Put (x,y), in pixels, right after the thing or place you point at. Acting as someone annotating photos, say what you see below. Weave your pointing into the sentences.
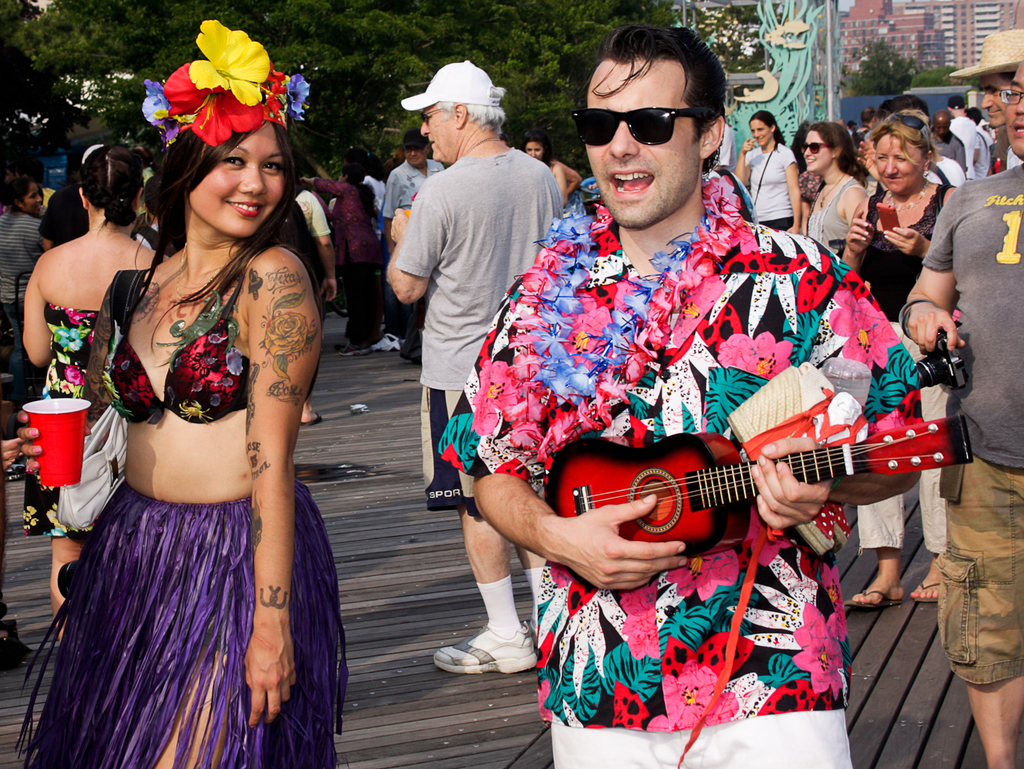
In the middle of the image (471,317) a man (648,61) is standing. In the middle of the image (495,419) a man (673,43) is standing and playing guitar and singing. Left side of the image (286,172) a woman (265,171) holding a cup (75,413) and smiling. Top right side of the image (932,24) there is building (1017,17). Top left side of the image (141,134) there is a tree (86,108). Left side of the image (147,152) there are few people (129,166). Right side of the image (909,97) also there are few people (915,136).
